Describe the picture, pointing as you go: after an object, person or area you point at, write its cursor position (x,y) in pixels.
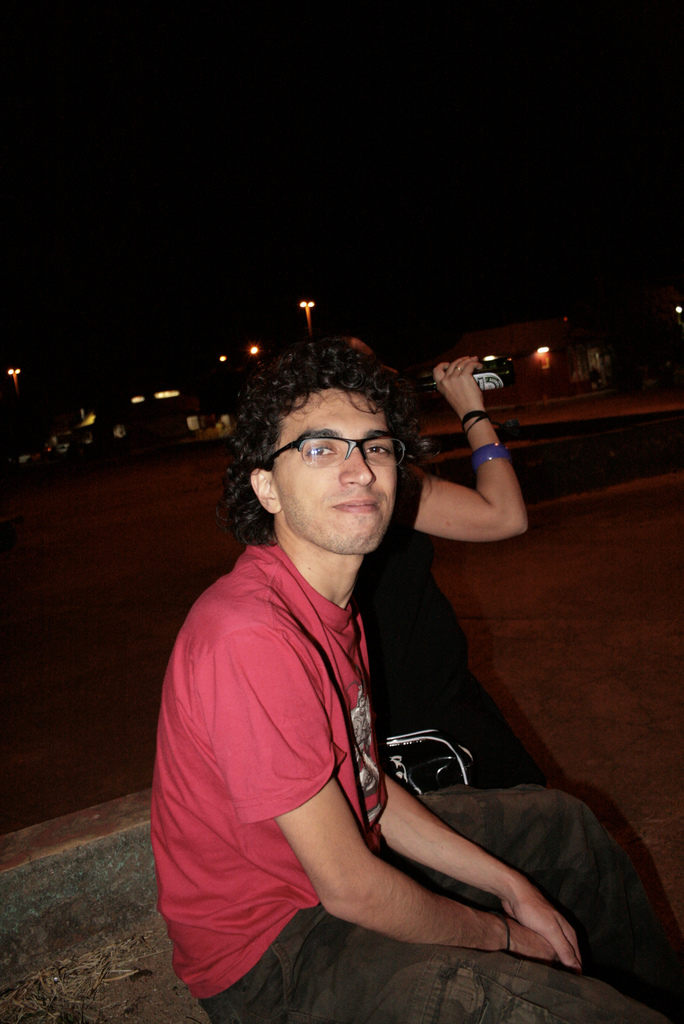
In this image, we can see two people (270,730) and one of them is sitting on the stone (137,881) and the other is holding a bottle (483,379). In the background (512,334), there are lights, vehicles (69,431) and we can see some sheds (519,345). At the bottom (629,698), there is ground (632,657).
